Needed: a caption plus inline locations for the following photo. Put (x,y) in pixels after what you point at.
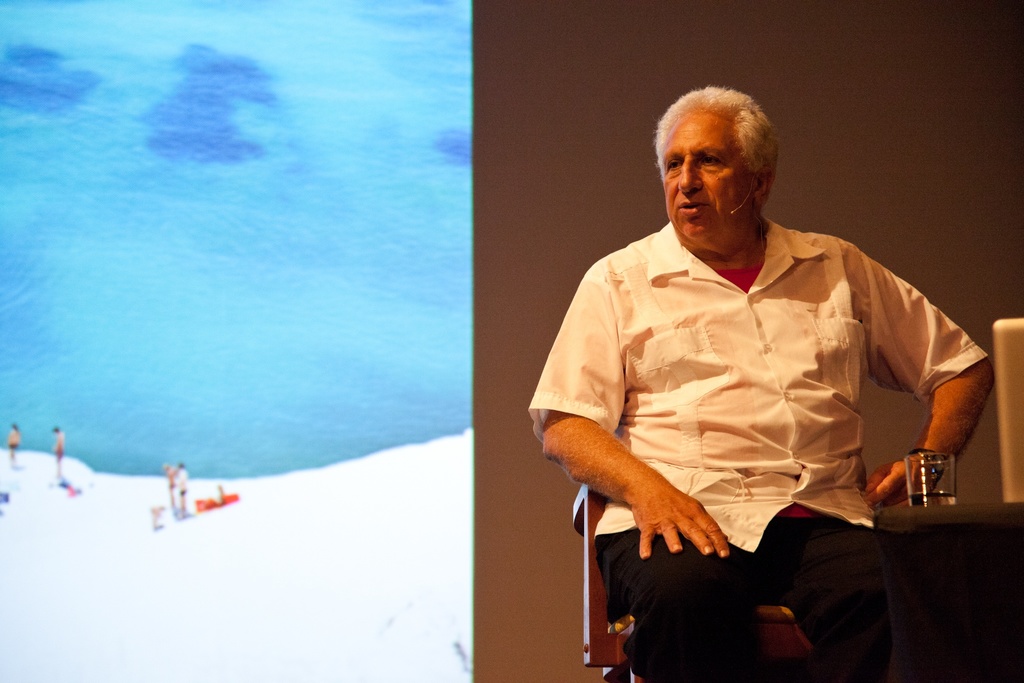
In this image I can see a man (716,431) is sitting. The man (710,404) is wearing white color shirt (718,454) and black pant (669,613). Here I can see a glass (942,476) and an object (961,601). On the left side (220,322) I can see water (223,400) and people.
